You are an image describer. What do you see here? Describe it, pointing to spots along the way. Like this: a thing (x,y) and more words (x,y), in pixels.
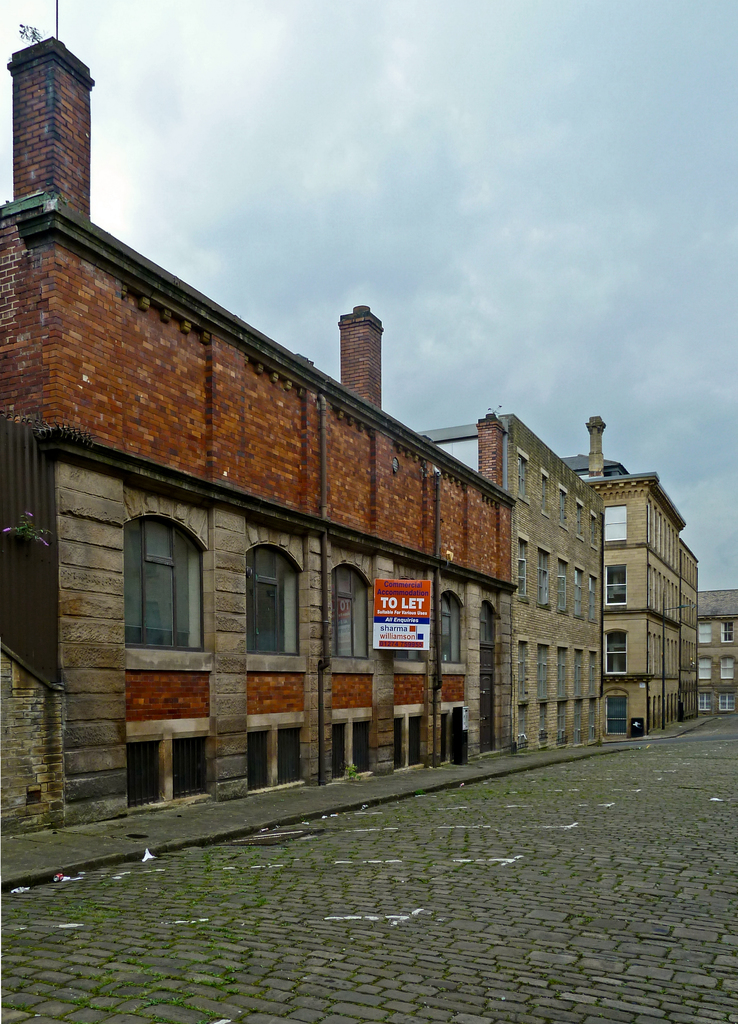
In this image we can see buildings (522,611) and a board (425,607). In the background (449,215) there is sky (583,219) with clouds (472,317).
